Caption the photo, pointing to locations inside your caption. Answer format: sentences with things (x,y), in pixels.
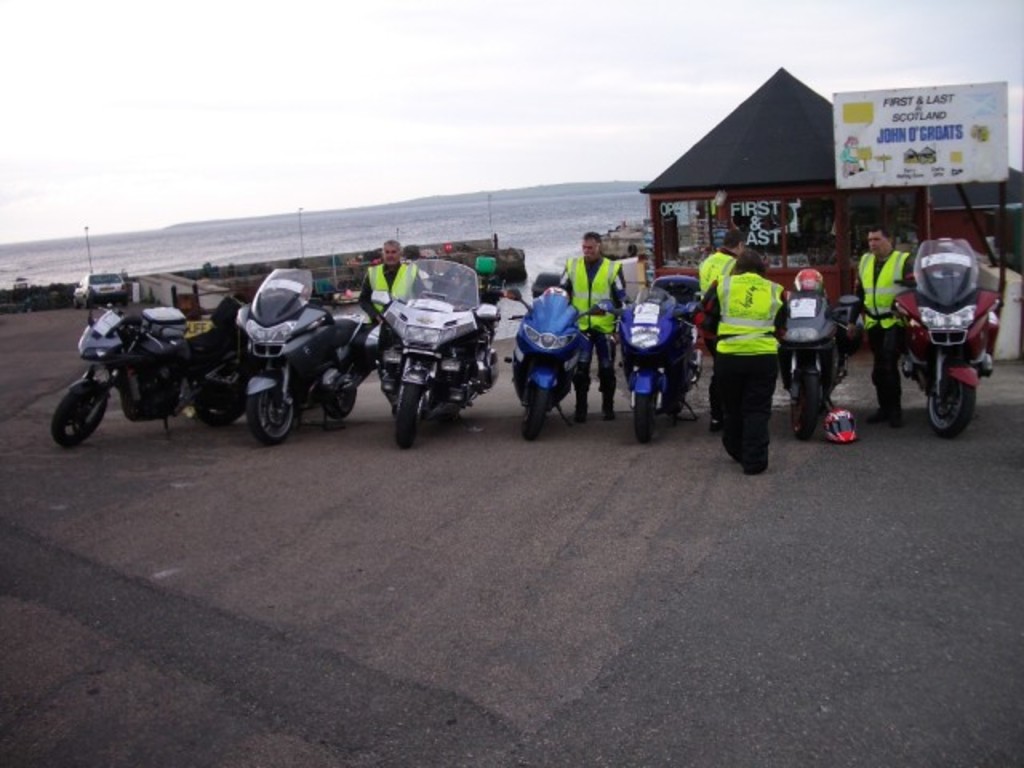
This is an outside view. In the middle of this image (545,340) there are few motorcycles (401,417) on the road (517,497) and few people (714,299) are standing. On the right side (780,215) there is a house (722,189) and a board (937,164) on which I can see the text (950,136). On the left side (87,289) there is a car (85,283). In the background (389,230) there is an Ocean (319,217). At the top of the image (341,86) I can see the sky (296,124).
